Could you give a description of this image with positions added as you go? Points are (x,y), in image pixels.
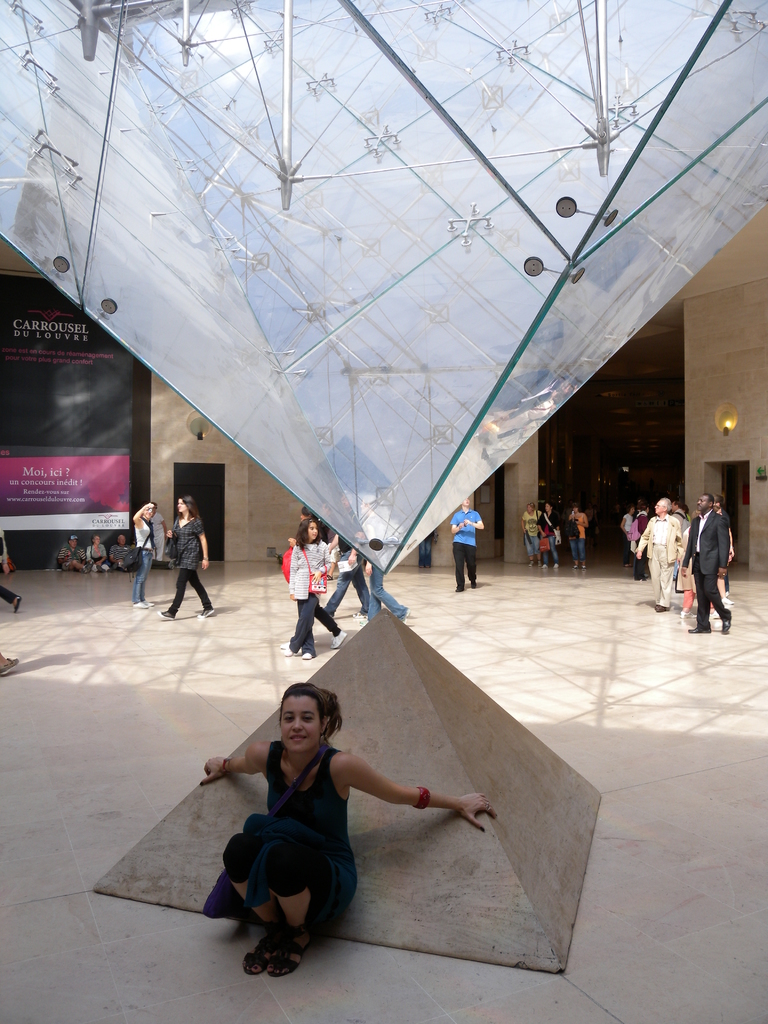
At the bottom (328,815) there is a woman (291,848) who is wearing black dress (324,832). She is sitting near to the pyramid (465,871). In the background (640,530) we can see the group of persons (669,525) were standing near the wall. On the left (95,563) background (86,569) there is a group of person (99,551) sitting near to the banner (64,487) and door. On the right (721,531) we can see the group of persons (701,497) were standing near to the door (725,478).
